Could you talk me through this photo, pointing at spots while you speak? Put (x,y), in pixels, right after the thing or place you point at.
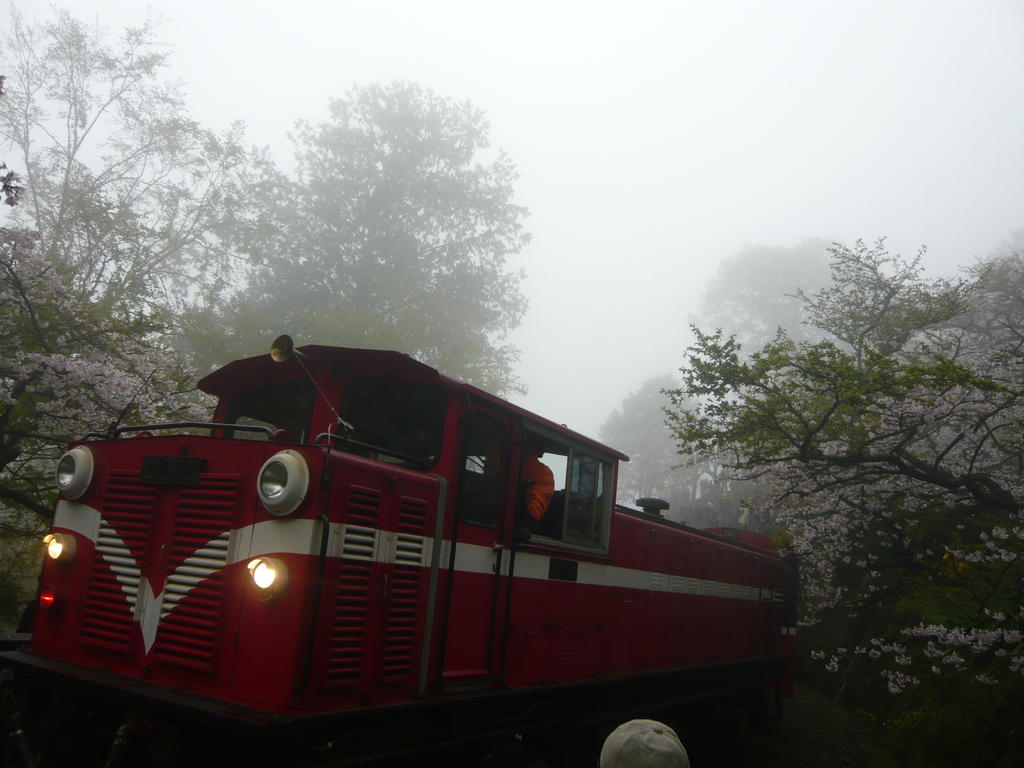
In this image there is a train (493,561) in the middle (602,497). There are two headlights (280,573) to the train (274,559). In the background (494,271) there are trees (284,250). At the bottom (650,735) there is a cap (641,724). At the top (555,249) there is fog (619,187).
